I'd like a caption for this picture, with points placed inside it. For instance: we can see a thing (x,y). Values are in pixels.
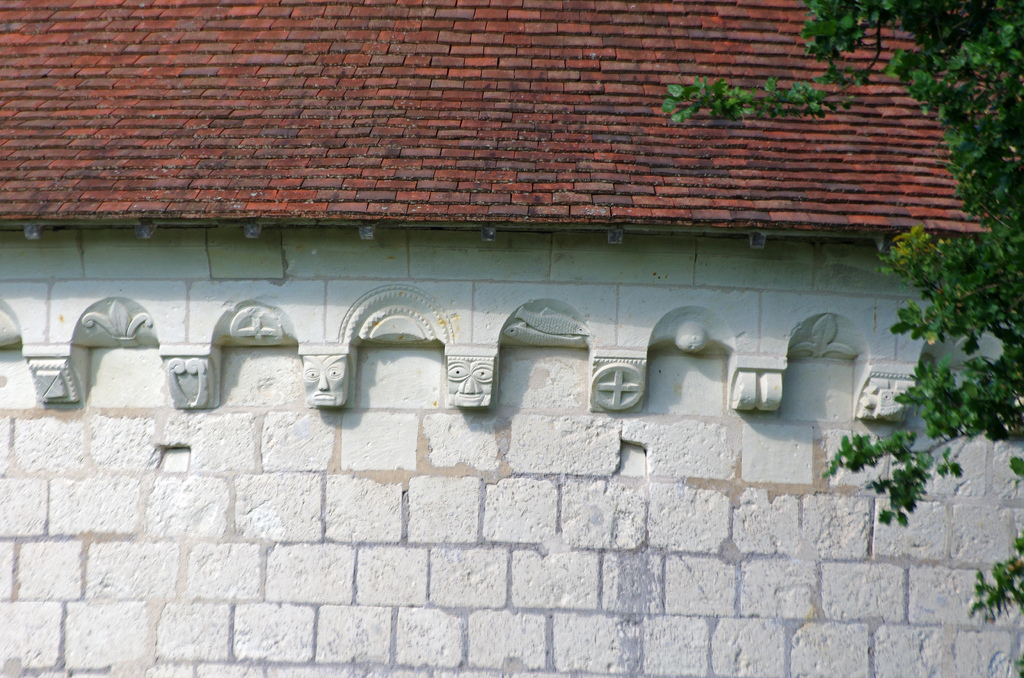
This is the picture of a building (678,424). In this image there are roof tiles (200,74) on the top of the building (321,74). On the right side of the image (953,68) there is a tree (996,180).
